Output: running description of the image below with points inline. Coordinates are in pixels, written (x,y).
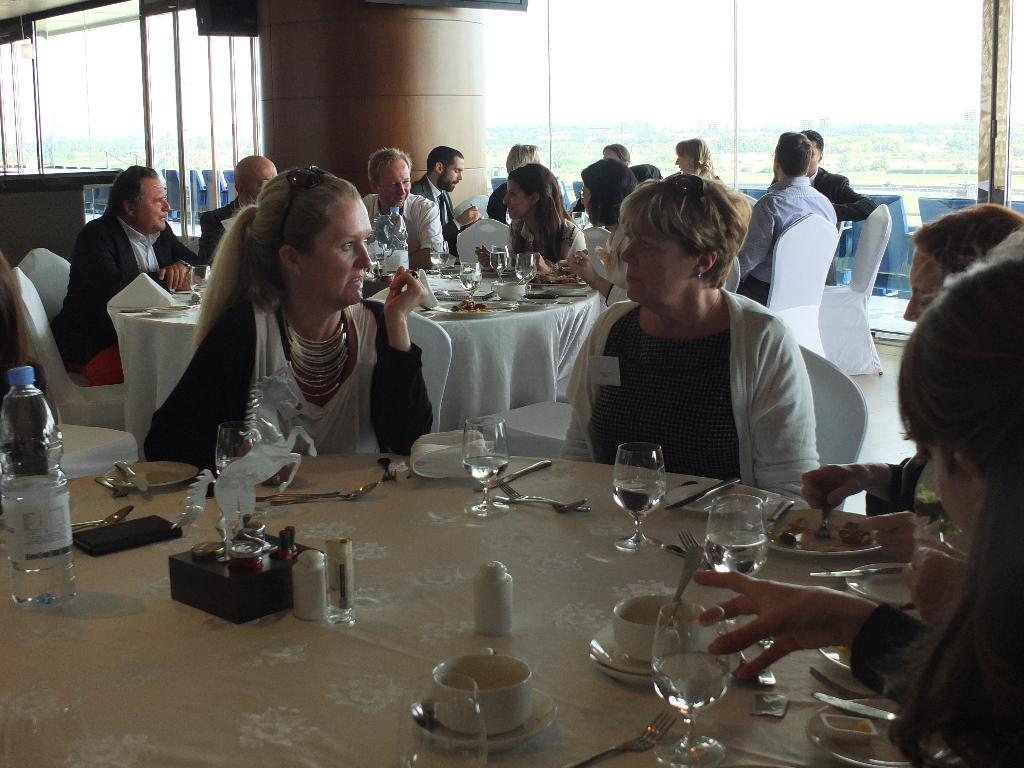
In this picture i could see some persons (275,300) around the dining tables (501,383) and having a dine together. On dining table (392,587) there are some wine glasses (492,504), forks (504,487), spoons (536,498), knives (530,471), pepper and salt bottles (305,568), water bottles (46,518), mobile phones (129,532) and a horse statue (235,492) on the table (379,753) and there are cup (507,705) and saucers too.
